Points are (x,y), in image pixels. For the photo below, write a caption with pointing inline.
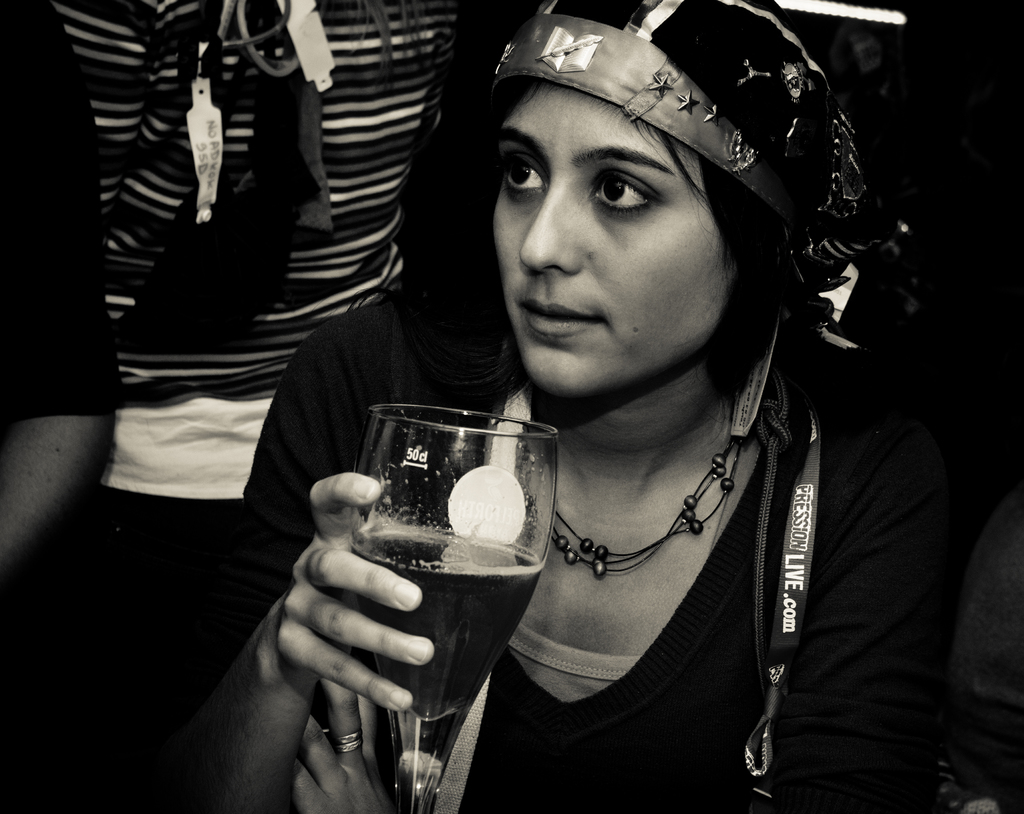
a person (656,591) is sitting holding a glass (445,642) in her hand (430,652). left to her there are other people (118,263) standing.
